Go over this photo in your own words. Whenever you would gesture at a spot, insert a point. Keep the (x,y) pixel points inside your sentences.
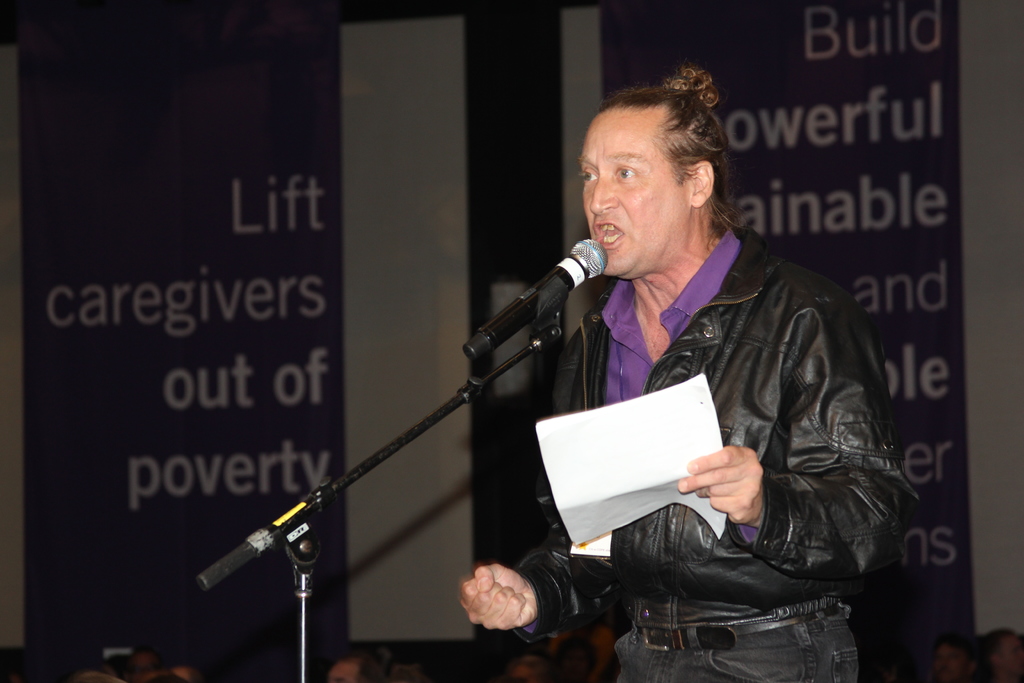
In this picture we can see a man (618,334) holding a paper (670,435) with his hand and in front of him we can see a mic (568,275) and in the background (557,658) we can see posters (142,267) and a group of people (1013,646).
